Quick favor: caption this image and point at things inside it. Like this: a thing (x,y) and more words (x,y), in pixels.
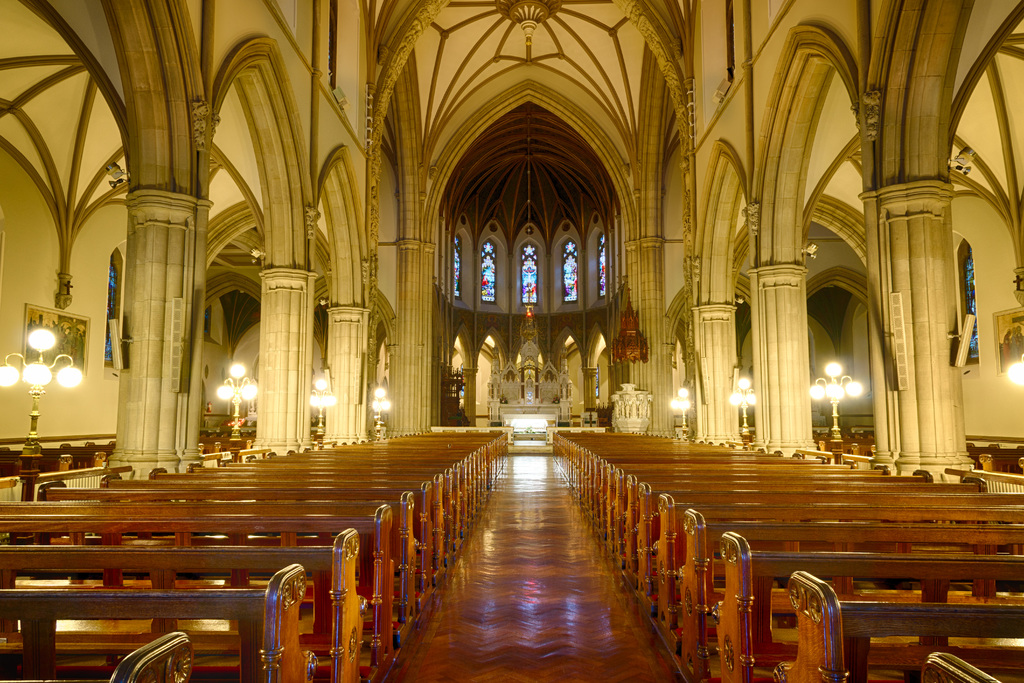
This picture is clicked inside the hall (900,111). In the foreground (252,580) we can see the benches (827,511), lamps (837,382), pillars (886,395) and windows (962,286). In the background (535,372) we can see the chandelier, windows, roof (517,215) and some other objects (958,362), we can see the picture frames (57,314) hanging on the wall (994,359).
